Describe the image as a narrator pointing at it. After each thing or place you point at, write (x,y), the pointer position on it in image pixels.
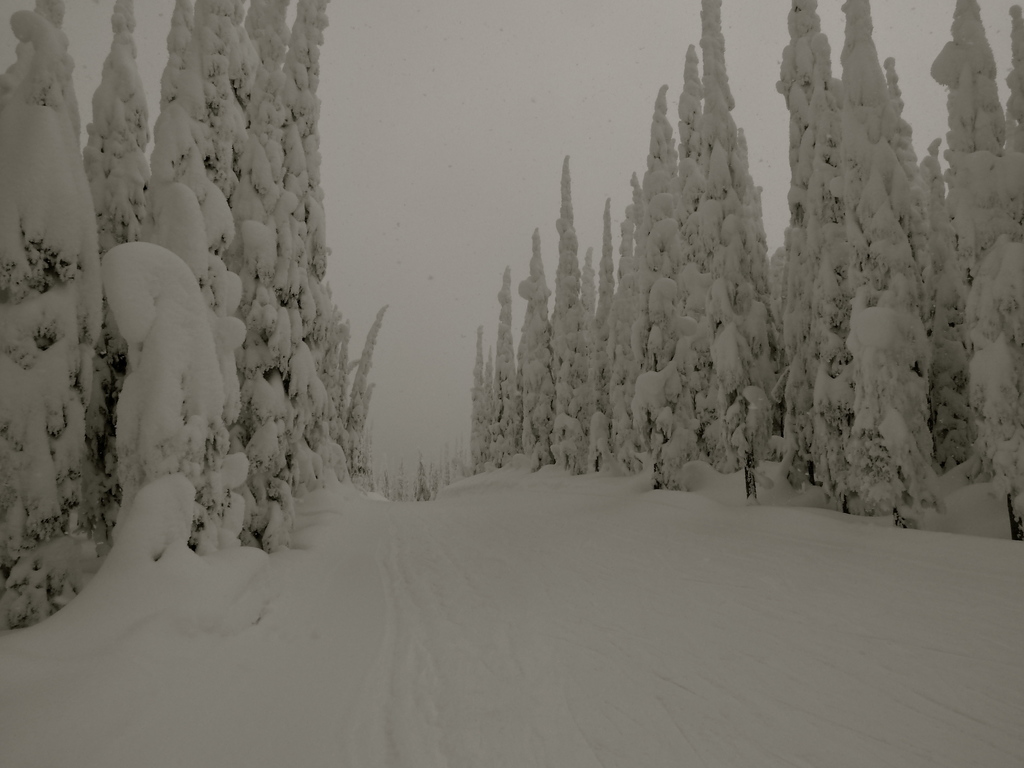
In this picture I can see snow (497,550), there are trees (829,212) fully covered with snow (840,240), and in the background (468,142) there is sky (460,194).
